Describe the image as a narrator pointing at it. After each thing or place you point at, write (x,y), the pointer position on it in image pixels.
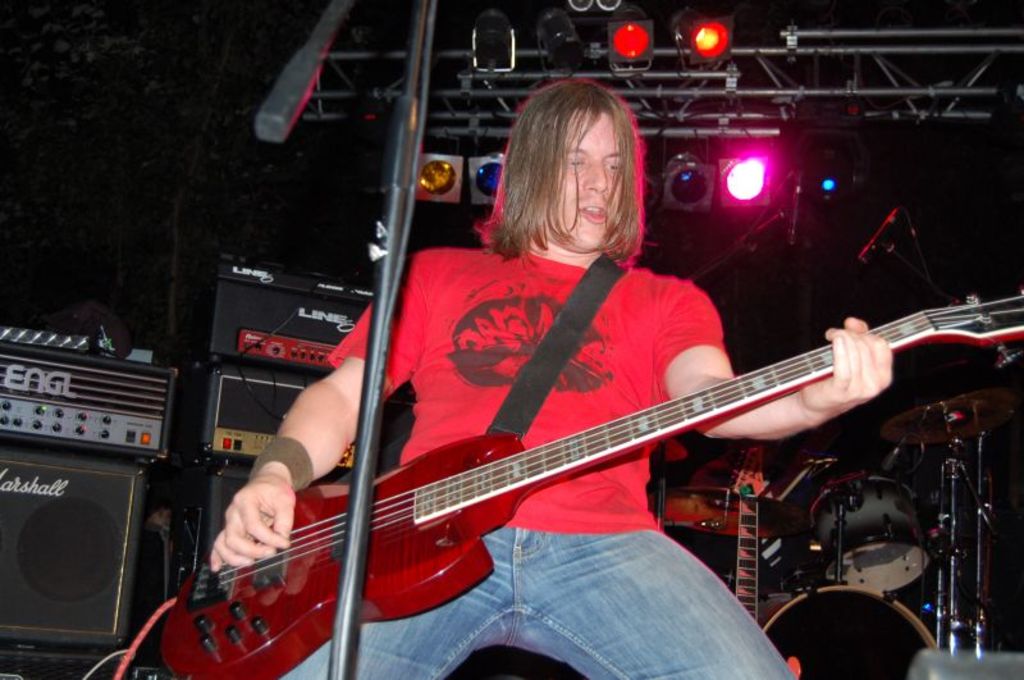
This person (470,249) standing and playing guitar (312,518), in front of this person (498,386) there is a microphone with stand (355,560). On the background (43,518) we can see musical instrument (820,469) and electrical devices (62,362). on the top (484,20) we can see focusing lights (705,57).
